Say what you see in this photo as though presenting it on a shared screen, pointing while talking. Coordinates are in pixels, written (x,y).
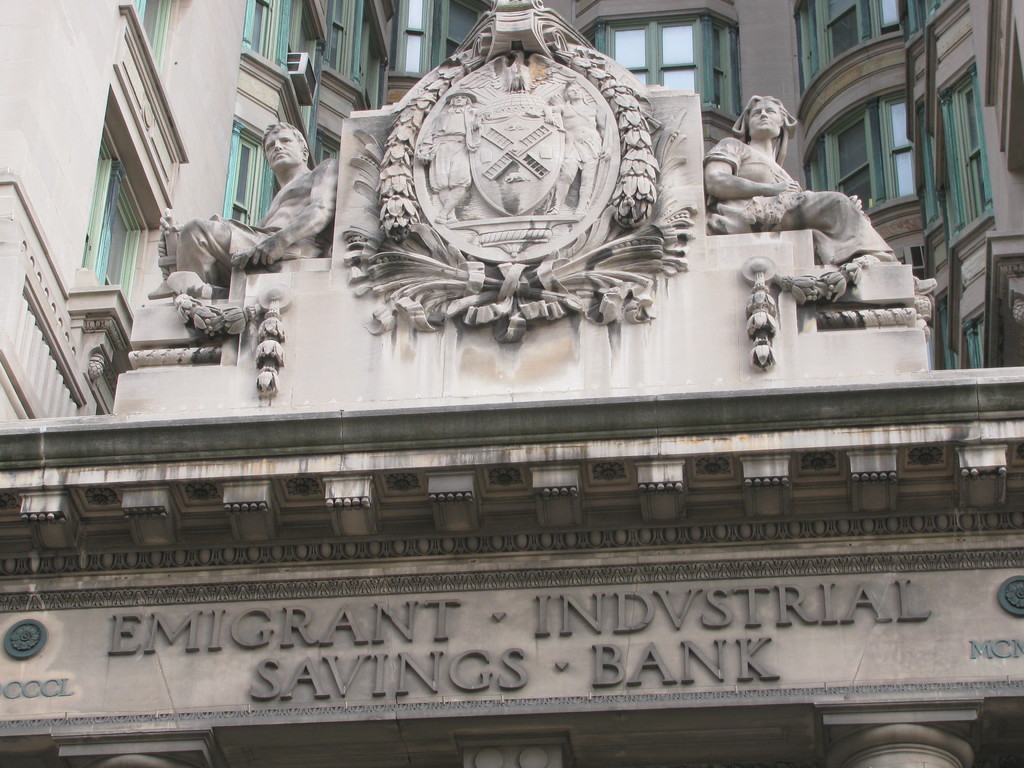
In this image in the center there are two statues (233,247), and in the background (31,128) there is a building (917,134). At the bottom (241,658) there is some text (338,628) on the wall (307,617), and in the center (495,272) there is one sculpture (458,153).
